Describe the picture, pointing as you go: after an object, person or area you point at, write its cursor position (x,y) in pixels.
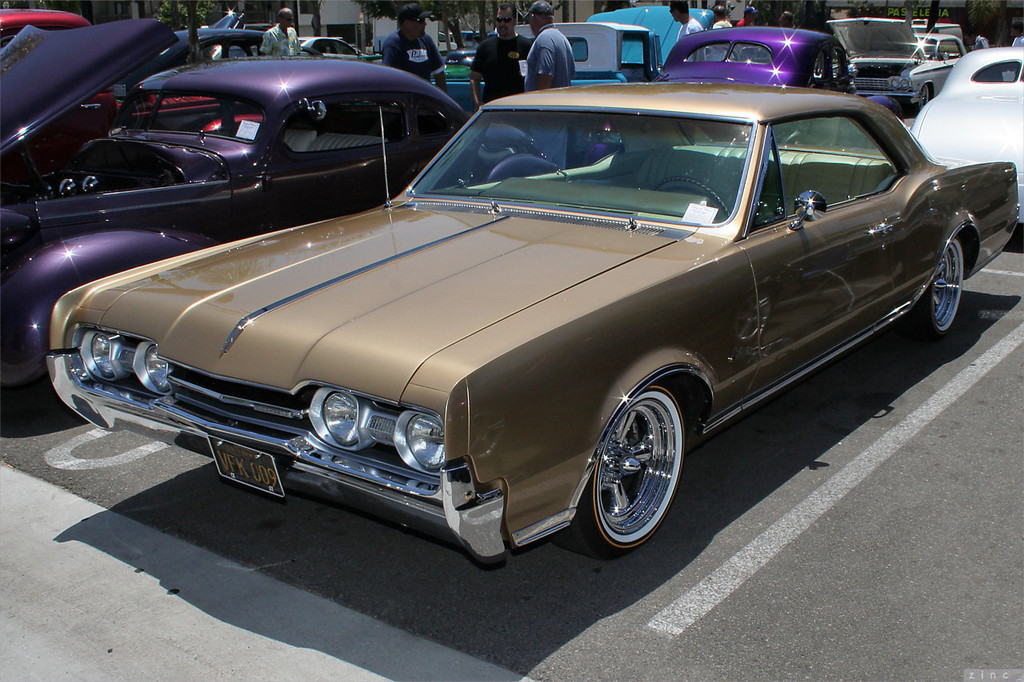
Here we can see cars (295,112) on the road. In the background (537,70) there are few persons (403,29) standing on the road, trees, buildings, hoarding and some other objects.
